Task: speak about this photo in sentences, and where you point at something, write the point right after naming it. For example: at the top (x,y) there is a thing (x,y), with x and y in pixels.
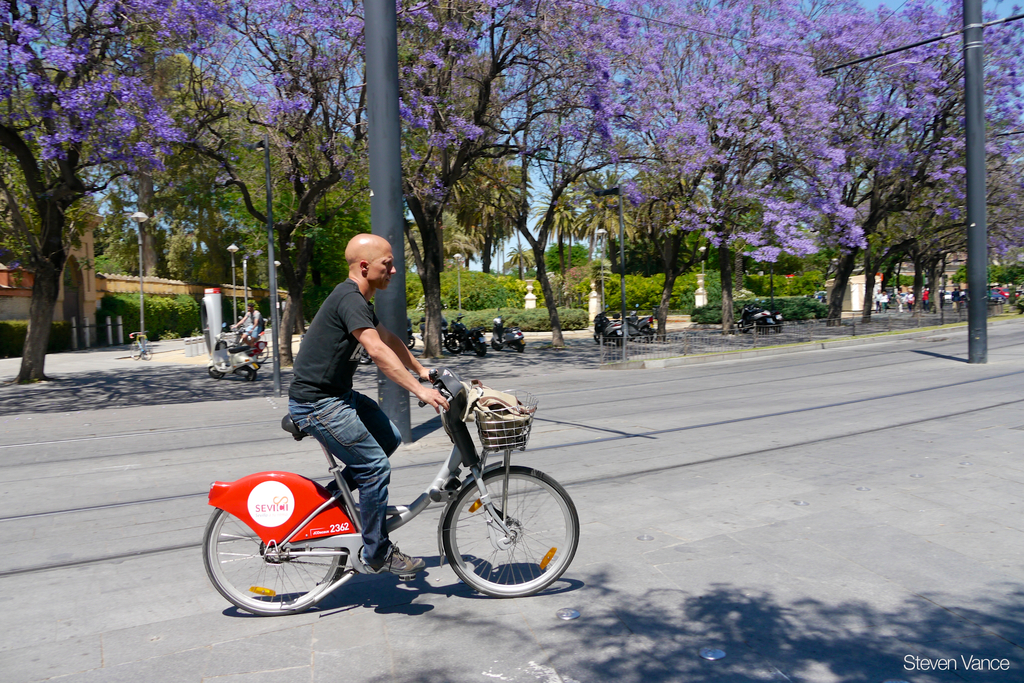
In this image there one person (386,446) riding a bicycle (354,522) on the road (685,510) at the bottom of this image (454,493). There are some trees (726,290) and bikes (499,326) in the background (234,358). There are some persons (877,297) standing on the right side of this image (900,301). There is a building (83,290) on the left side of this image (83,290).
